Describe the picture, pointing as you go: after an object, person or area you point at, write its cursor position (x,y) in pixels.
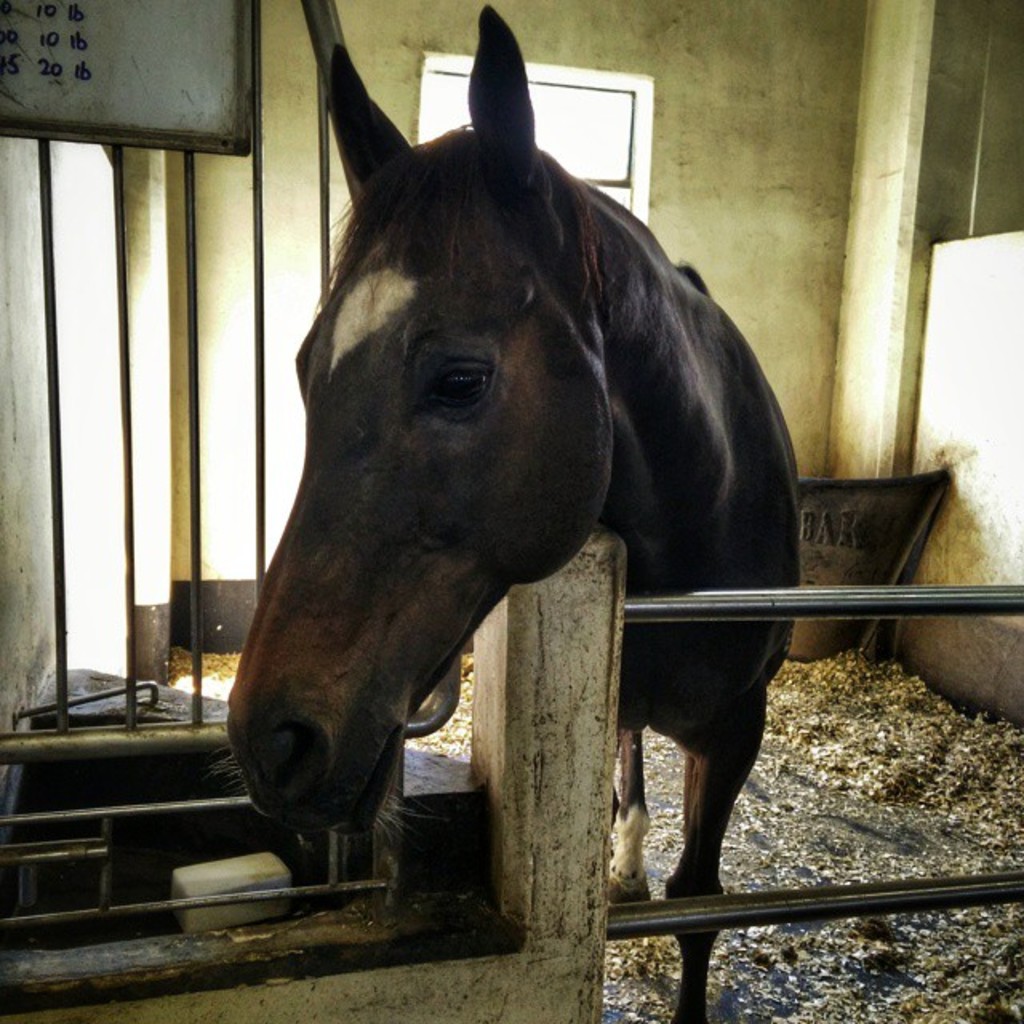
This picture might be taken inside the room (557,809). In this image, in the middle (564,389), we can see a horse (561,253) standing on the land (662,898). On the right side (700,917), we can see metal rods (968,603). In the background (877,523), we can see a metal plank (877,537) and a window (634,208).
